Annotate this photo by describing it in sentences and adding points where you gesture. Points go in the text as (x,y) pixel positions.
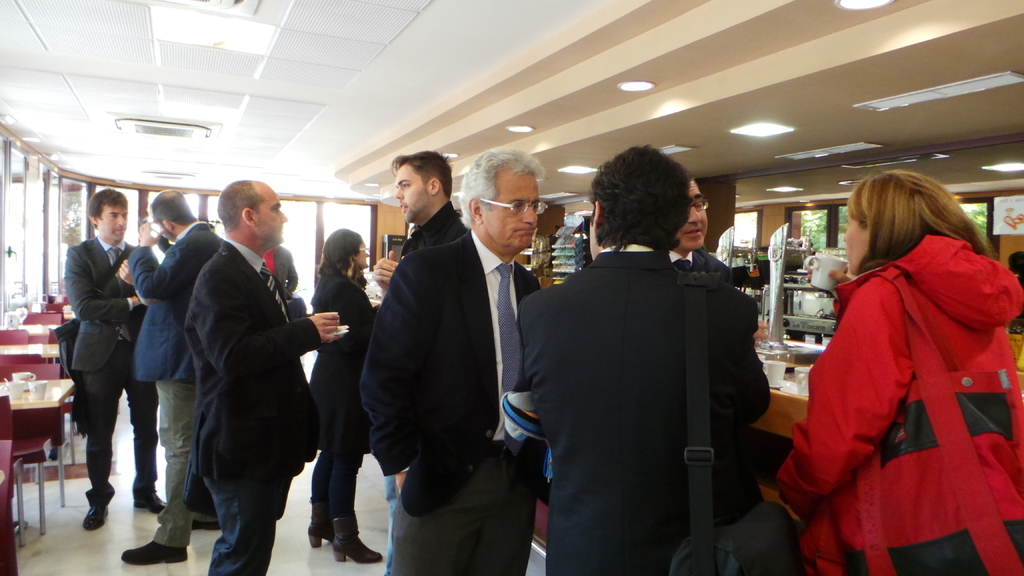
At the top (637,53) we can see the ceiling (637,53) and lights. On the right side of the picture (823,214) we can see the windows (752,220). Through glass (808,226) we can see green leaves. We can see a board (1011,232), white cups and few objects (742,276). On the left side of the picture (55,379) we can see cups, and few objects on the table (58,401). We can see the chairs (58,415). In this picture we can see the people (545,485) standing on the floor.
